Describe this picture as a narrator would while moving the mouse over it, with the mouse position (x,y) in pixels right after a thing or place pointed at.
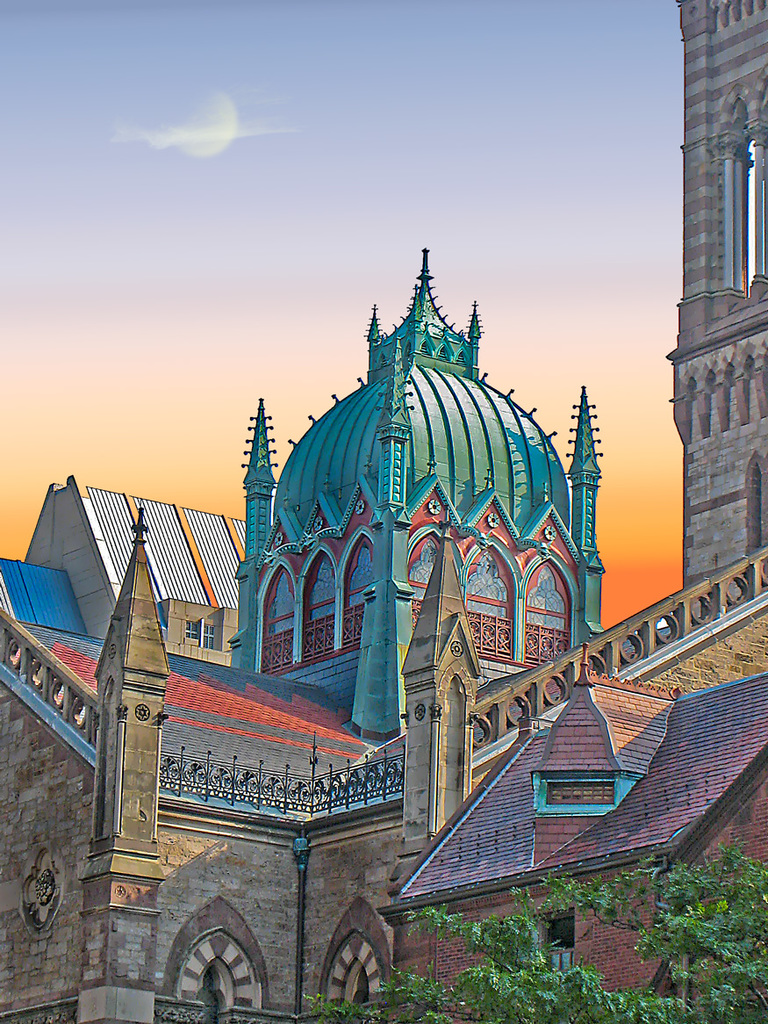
It looks like an edited image. I can see the buildings (384,677). In the bottom right corner of the image (587,987), I can see a tree (606,1002). In the background (483,313), there is the sky (226,62).
